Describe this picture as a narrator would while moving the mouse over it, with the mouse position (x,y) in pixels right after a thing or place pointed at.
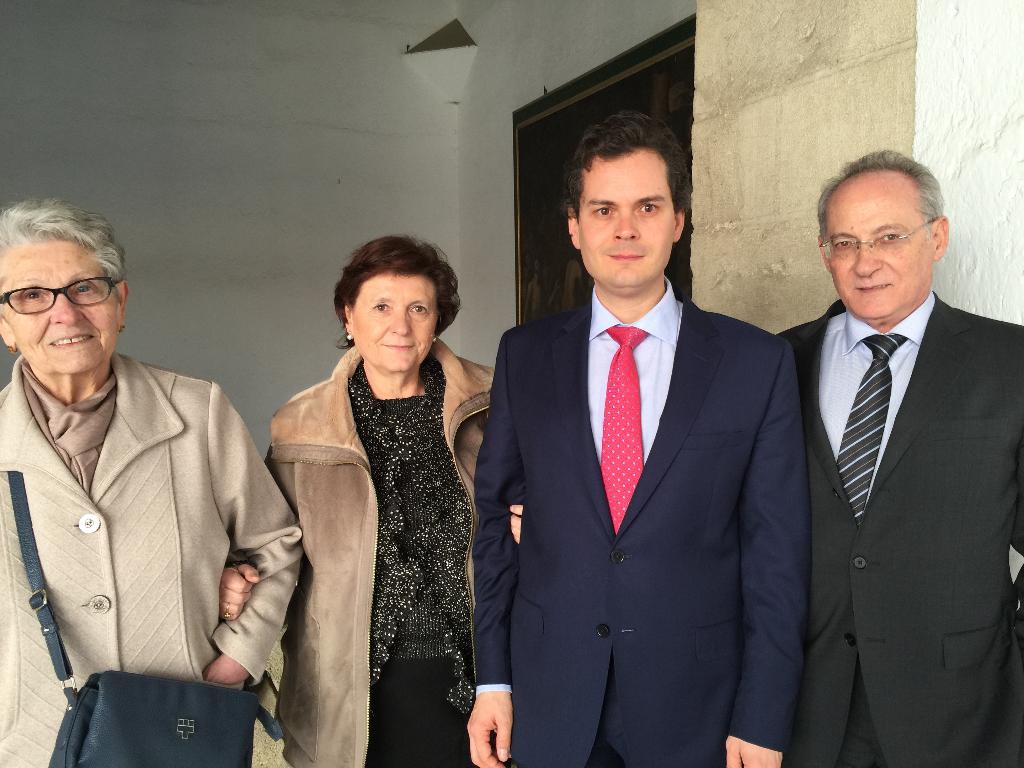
In this image I can see a group of people (455,517). In the background (368,110), I can see the wall (315,99).
